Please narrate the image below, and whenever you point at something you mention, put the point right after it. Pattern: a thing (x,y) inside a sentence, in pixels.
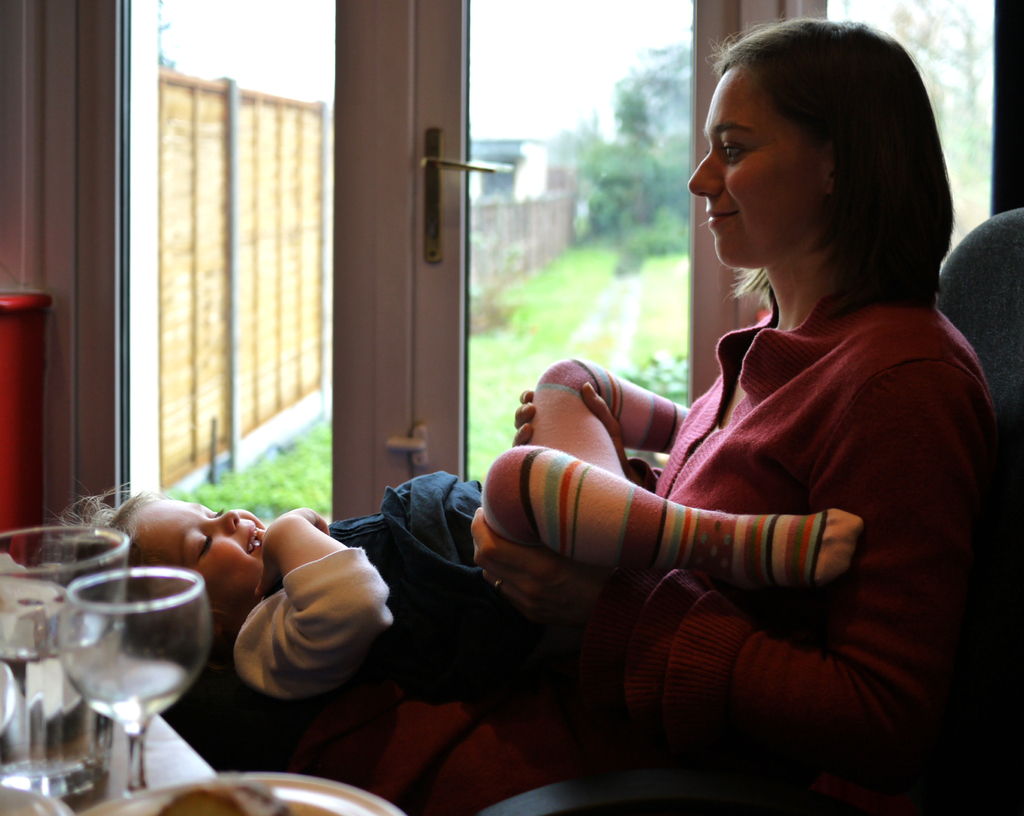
In this picture we can see a woman (884,394) sitting on the chair (1020,282) and holding a baby (366,582) on her arms (972,487) side of her there is a table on the table (122,784) we have plates (138,807) and glasses (48,604) back side we can see a door (583,202) through the door (583,202) we can see outside there are so many trees (585,175).
